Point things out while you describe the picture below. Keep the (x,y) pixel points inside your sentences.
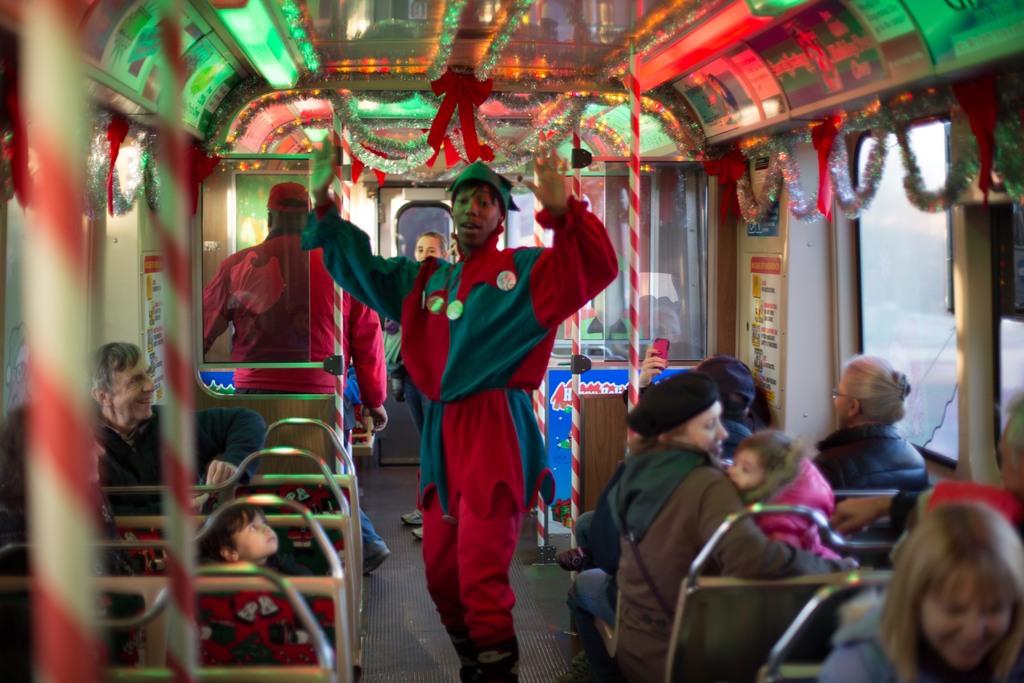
In the center of the image (464,347) there is a person (484,496) standing inside the bus (527,580). Behind him there are a two other people (362,355). There is a door (438,229). There are posters (765,220) attached to the wall (784,222). There are a few people (369,555) sitting on the seats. On both right and left side of the image (9,326) there are glass windows (882,302).
